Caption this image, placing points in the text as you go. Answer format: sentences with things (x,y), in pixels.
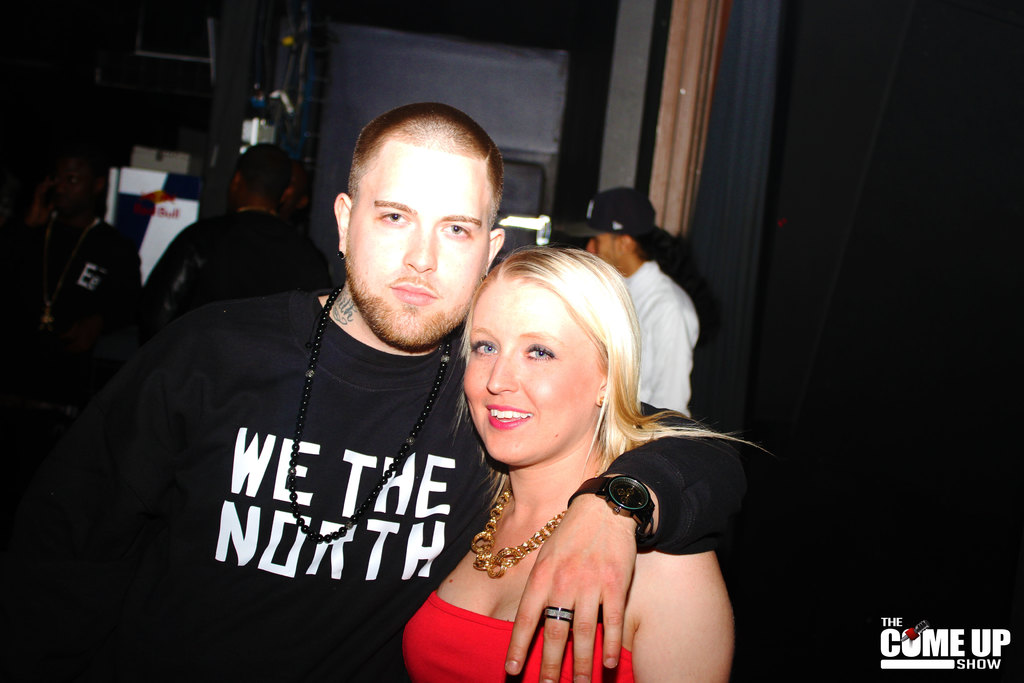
In the picture we can see a man (91,574) and woman (455,602) standing together and man (585,605) is wearing a black T-shirt (46,562) and woman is wearing a red dress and necklace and in the background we can see some people (53,324) are standing.
